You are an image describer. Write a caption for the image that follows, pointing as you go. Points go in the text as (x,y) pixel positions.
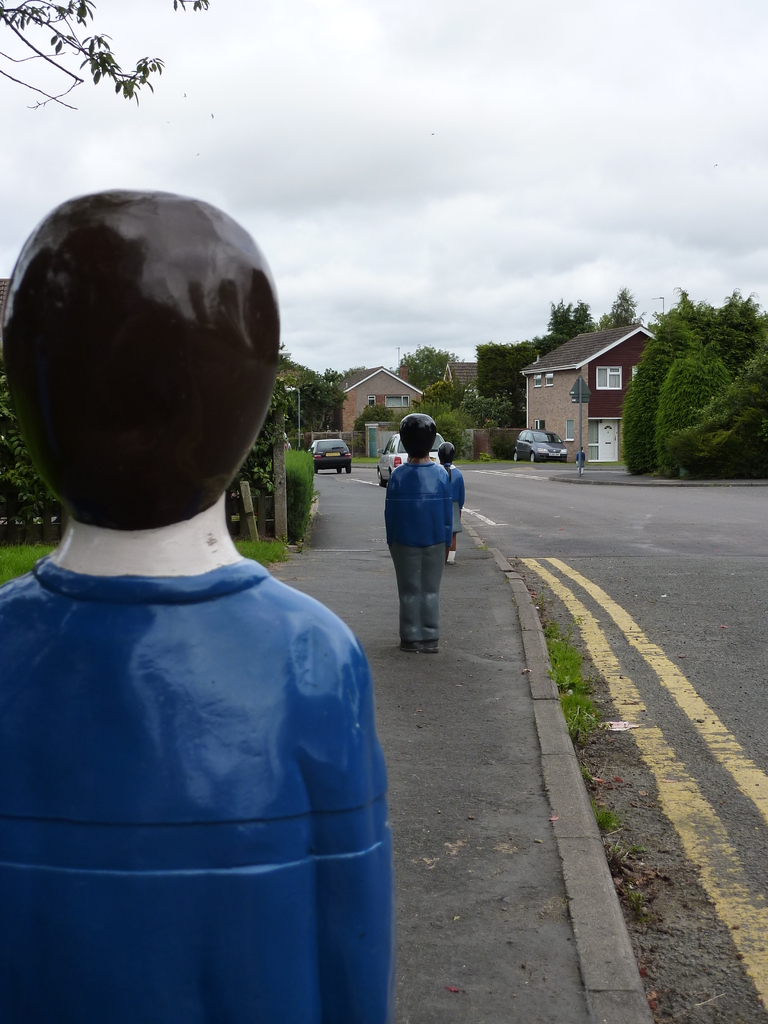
In the center of the image (262,639) there are depictions (433,555) of persons (425,478) on the pavement (522,638). To the right side of the image (593,643) there is a road (612,496). There are houses (600,344), trees (495,367). At the top of the image (457,125) there is sky (505,128) and clouds (437,187).
